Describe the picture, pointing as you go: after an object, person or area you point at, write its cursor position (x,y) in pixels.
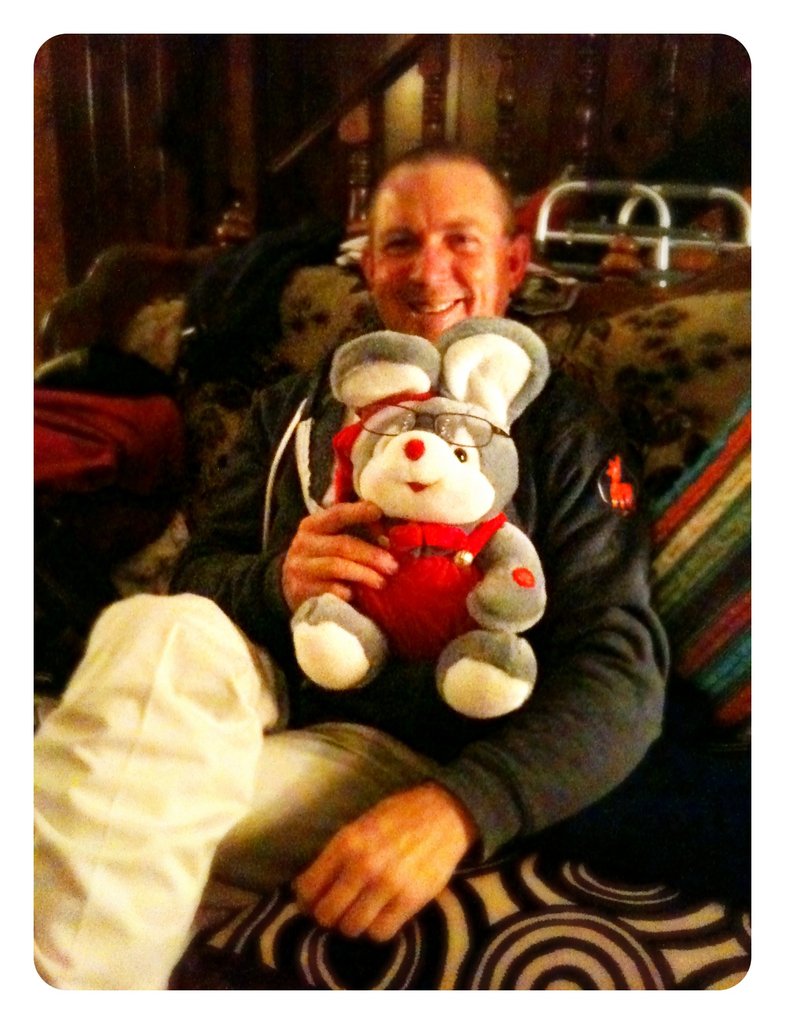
The picture consists of a person (340,570) holding a teddy bear (391,518) and sitting on a couch (532,843), on the couch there are bag (153,415), pillow (714,601) and other object (132,362). In the background (644,217) there are metal frame (639,230), staircase (496,157) and other objects (688,194).
